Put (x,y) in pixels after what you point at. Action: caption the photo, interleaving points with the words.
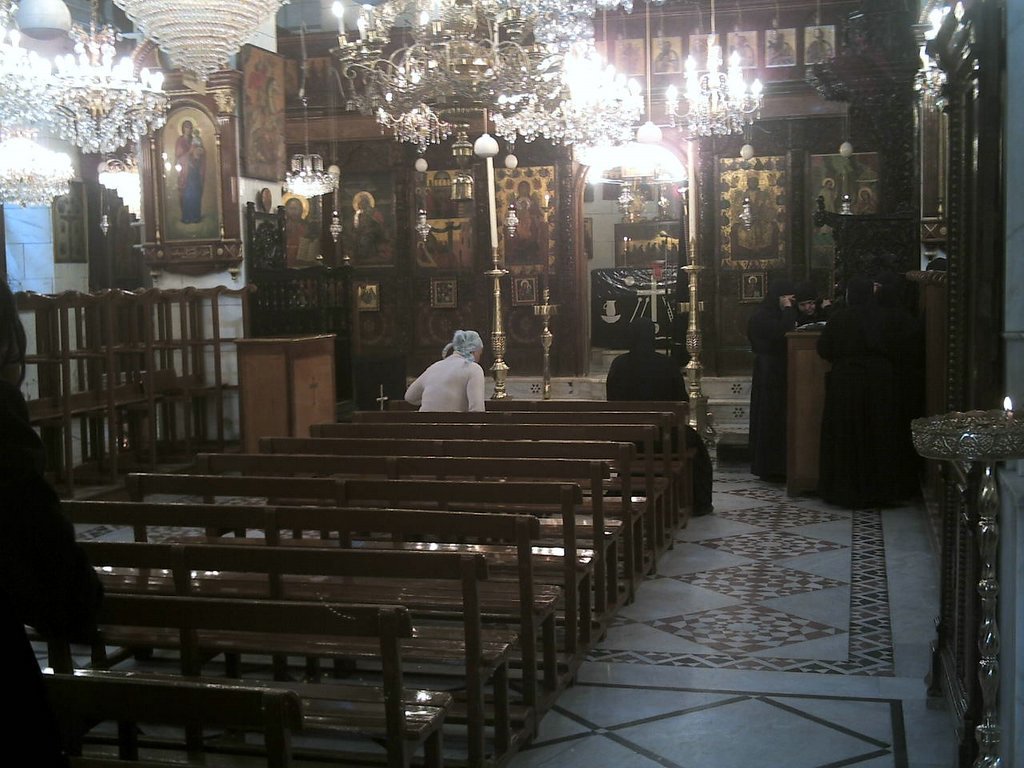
Inside the room (499,334) there are benches (483,460) with two ladies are sitting, there is a podium (289,413), walls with frames (277,97), pillar (210,90) with frames (224,202), poles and to the wall (406,359) there is an arch shape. At the top of the image (79,137) there are chandeliers (87,116).
